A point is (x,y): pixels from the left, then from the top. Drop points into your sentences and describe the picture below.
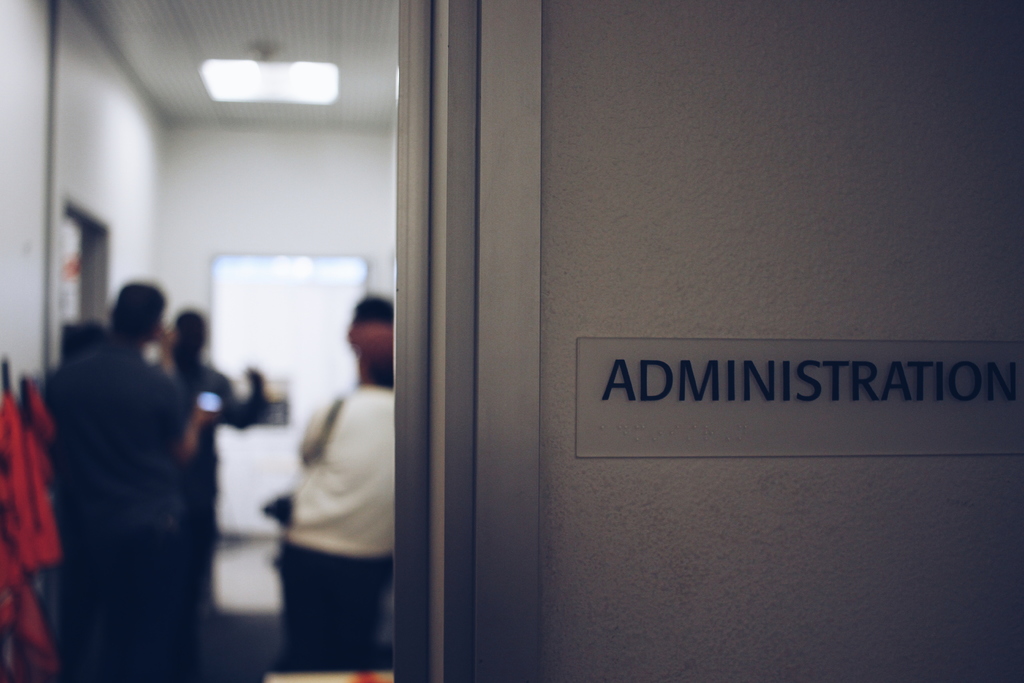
In this image I can see number of persons (143,446) are standing, a cream colored wall (681,170) and a board (589,356) attached to the wall (772,301) on which I can see a word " Administration" is written. In the background (275,200) I can see the white colored wall (287,197), the ceiling (362,71) and a light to the ceiling (198,32).
